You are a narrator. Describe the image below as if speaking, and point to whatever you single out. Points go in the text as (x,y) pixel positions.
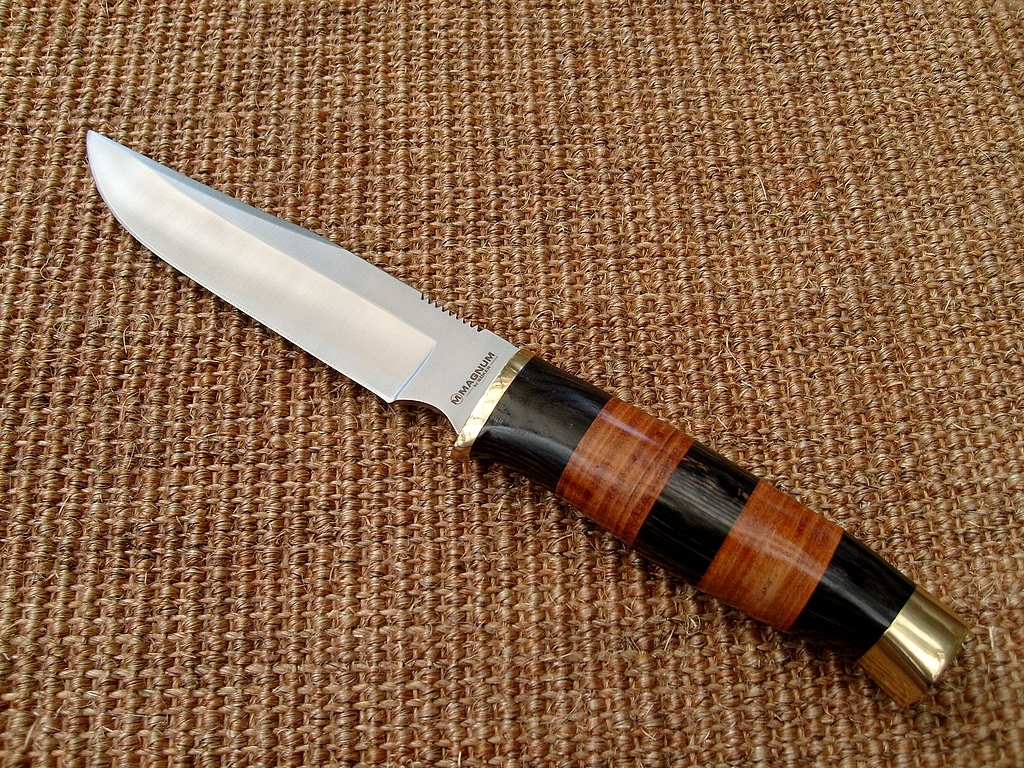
In this image I can see a knife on the brown color surface (216,537).
